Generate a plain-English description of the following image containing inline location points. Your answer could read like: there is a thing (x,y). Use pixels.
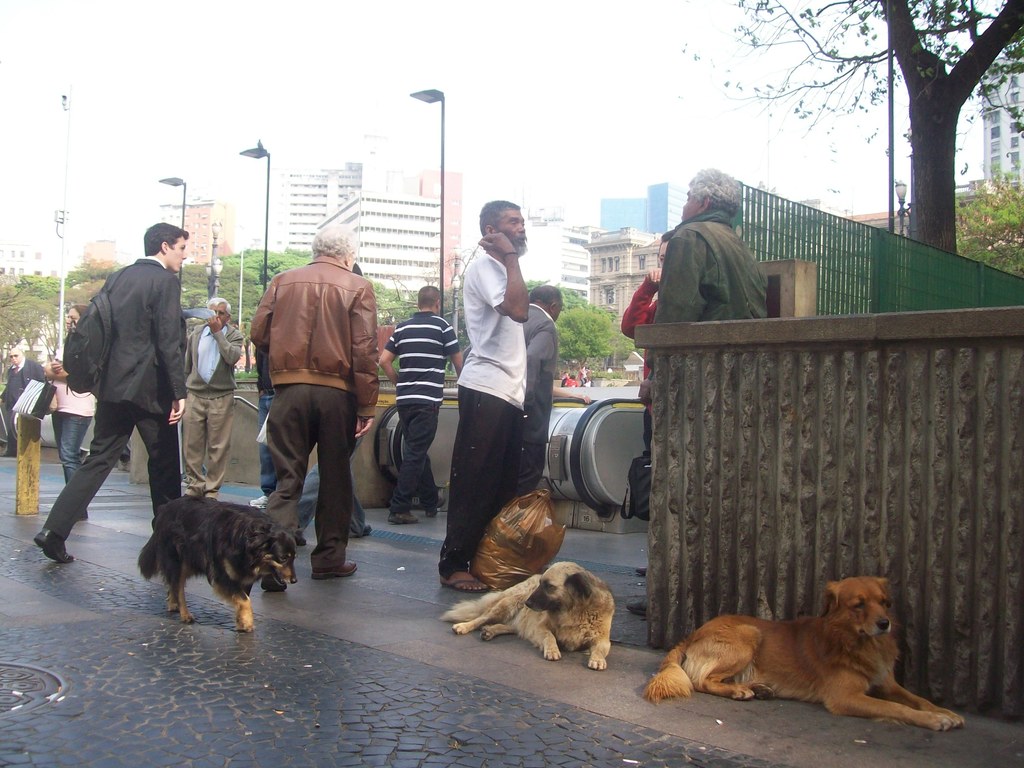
In the center of the image (357,318) we can see persons (445,332) walking on the road (966,733). At the bottom of the image (825,683) we can see dogs (723,645) on the floor (465,698). In the background (456,225) we can see buildings (404,230), trees (1016,243), street lights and sky (173,71).
